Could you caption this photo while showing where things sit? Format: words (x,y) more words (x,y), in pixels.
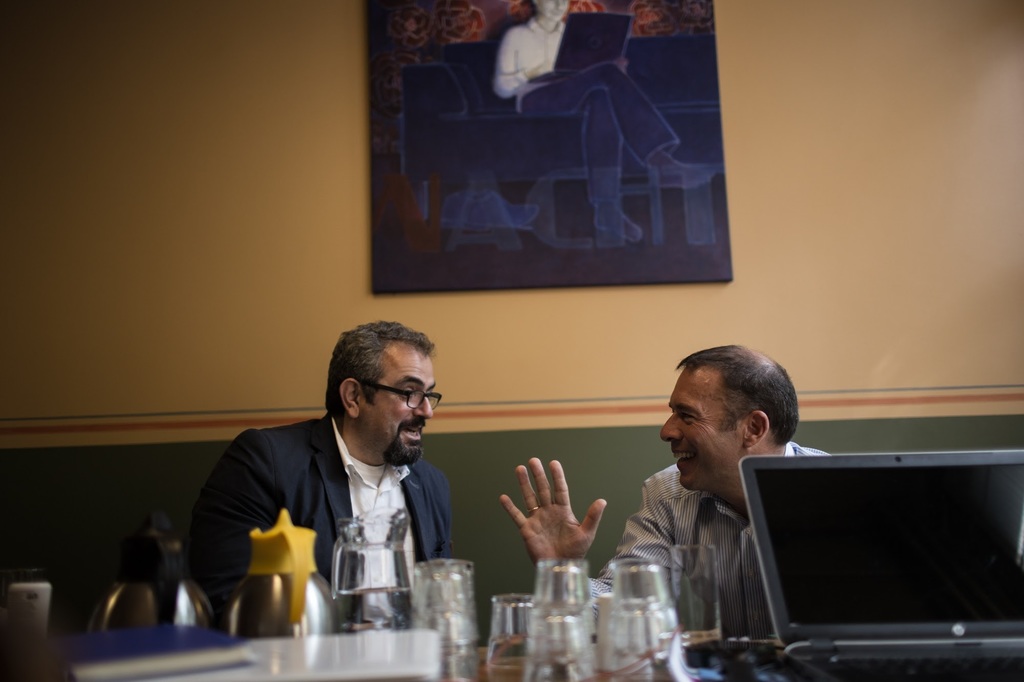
In this picture there are two people (339,483) sitting and talking. In the foreground (611,635) there are kettles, glasses (456,594) and there is a laptop (760,525) on the table (533,669). At the back (493,195) there is a board (716,268) on the wall (317,211) and there is a picture (440,158) of a man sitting and holding the laptop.
